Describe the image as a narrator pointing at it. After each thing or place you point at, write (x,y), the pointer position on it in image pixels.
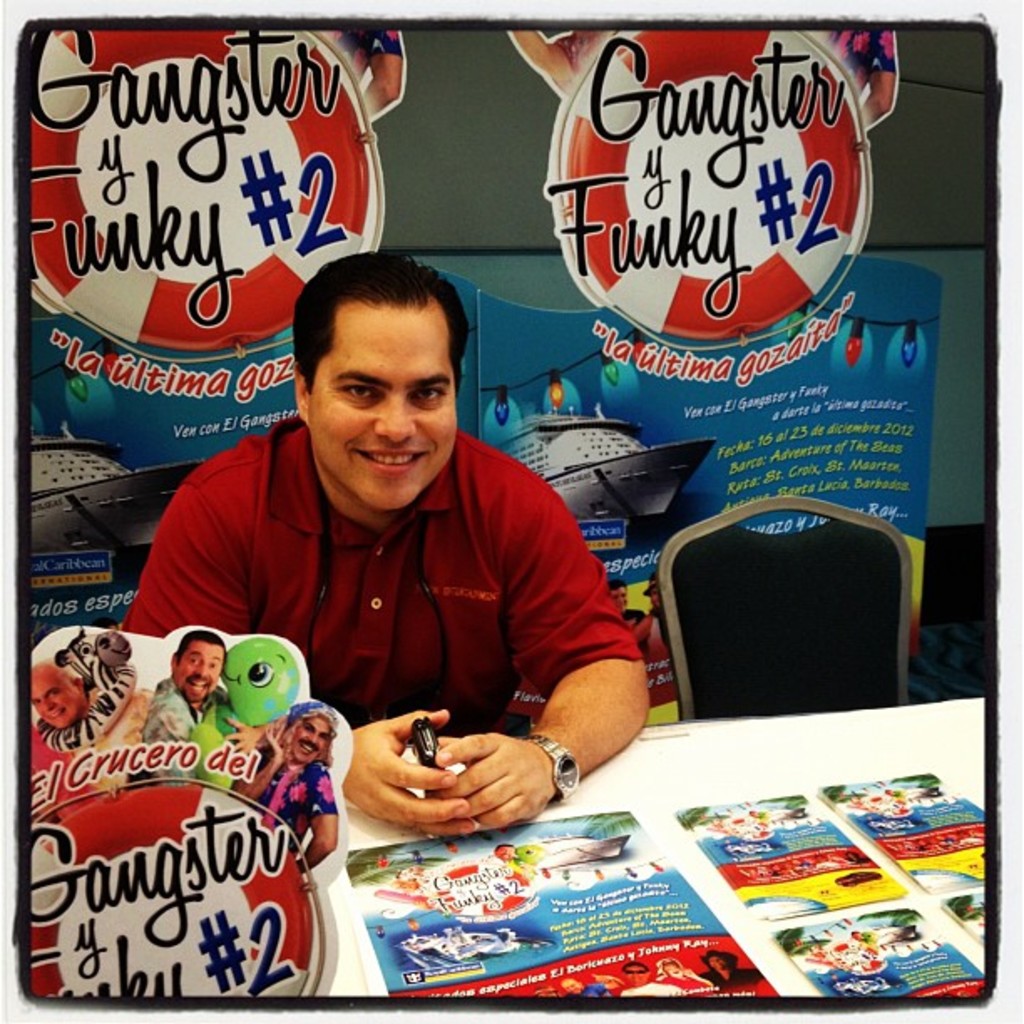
In the picture we can see a man (572,656) sitting on the chair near the table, on the table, we can see some pamphlets (812,871) and the man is holding a mobile phone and wearing a red T-shirt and just beside of him we can see a chair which is black in color and in the background (54,348) we can see some posters (810,443) and advertisements (84,364) on the wall (945,205).
